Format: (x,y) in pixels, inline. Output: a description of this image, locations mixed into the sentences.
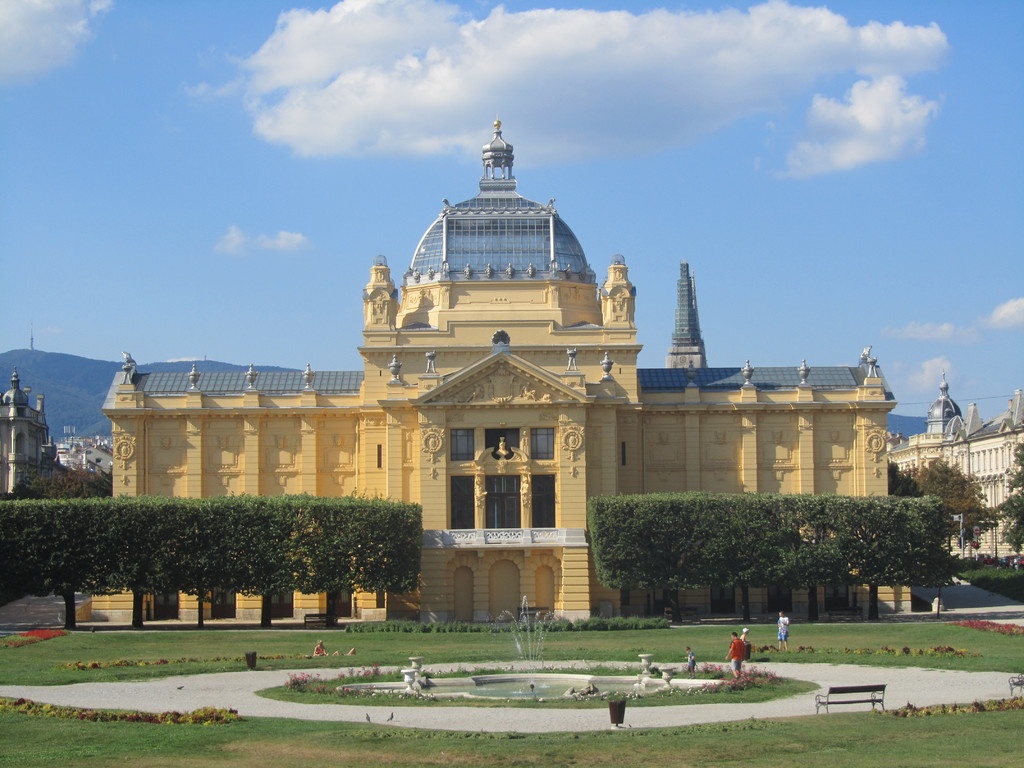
In the center of the image (554,345) we can see the sky (101,309), clouds (547,147), hills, buildings (796,435), trees (784,511), grass (205,639), few people (743,639), fountain (690,680) and a few other objects (703,673).
